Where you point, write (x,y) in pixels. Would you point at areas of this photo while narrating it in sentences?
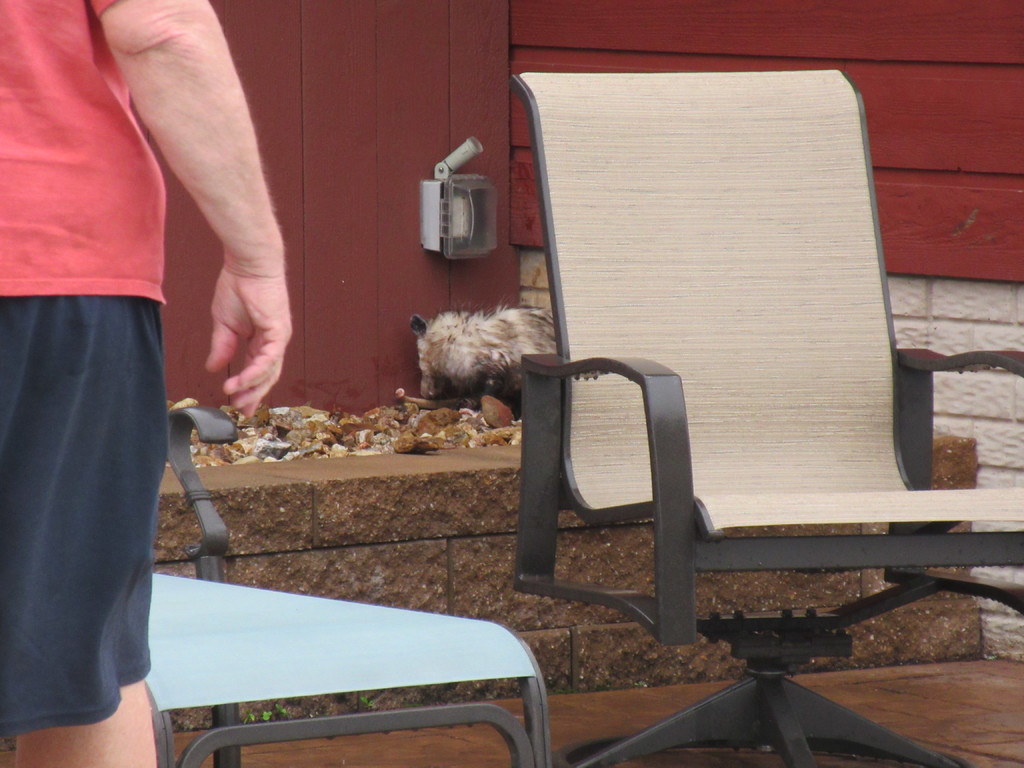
In this image I can see a person (233,111) standing on the left side (179,19) and there is a chair (517,535) on the right side (782,717) and at the back (435,104) there is a wall (367,196).
